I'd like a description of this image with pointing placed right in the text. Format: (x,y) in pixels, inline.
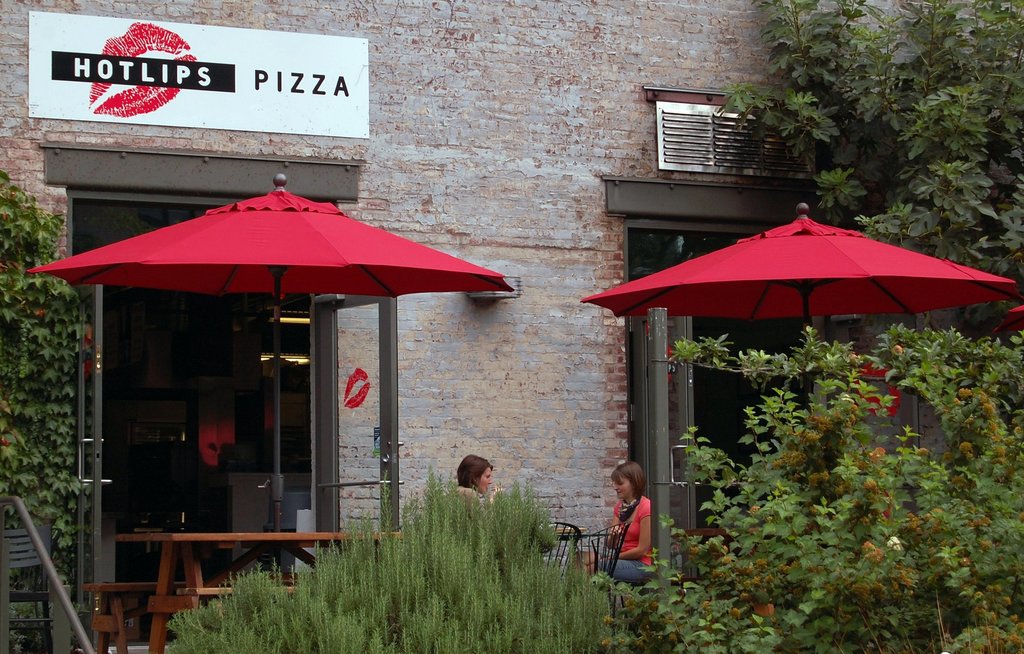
At the bottom of the image (1018,639) we can see some plants (533,653). Behind the plants (964,607) we can see two persons (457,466) are sitting and we can see some benches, chairs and umbrella (817,255). At the top of the image (476,191) we can see a building (430,184), on the building (268,5) we can see a banner (361,127).
